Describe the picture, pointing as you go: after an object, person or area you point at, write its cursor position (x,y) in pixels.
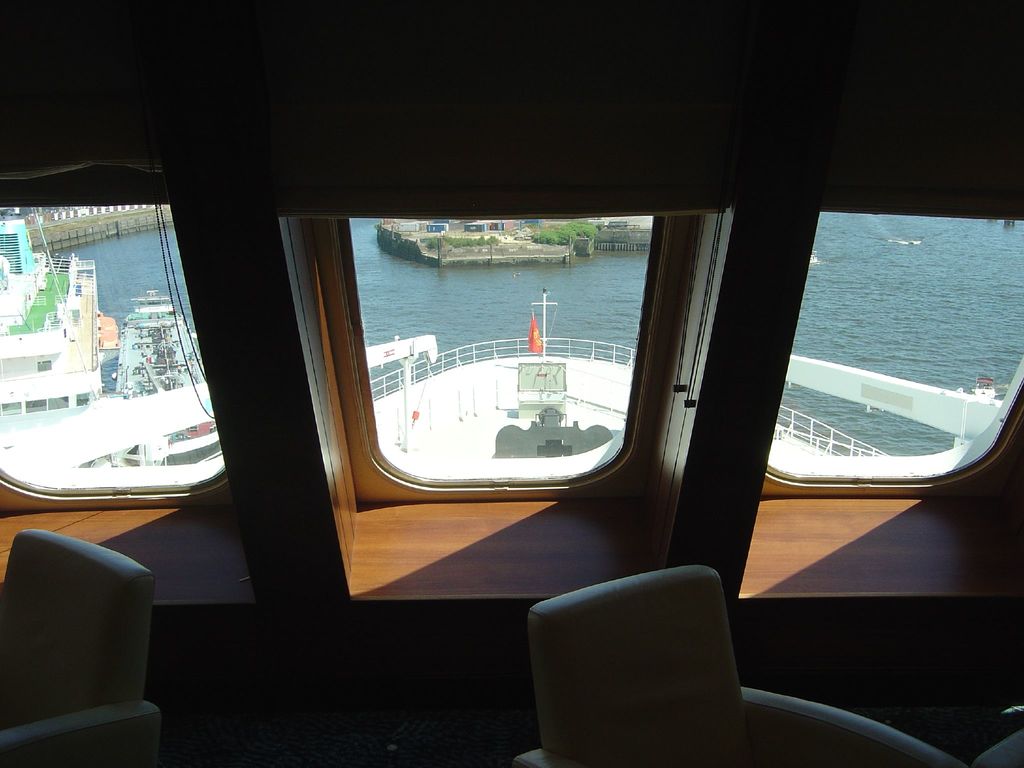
This picture is an inside view of a boat (475,532). At the bottom of the image (79,536) we can see chairs (564,716). In the background of the image (56,477) we can see windows (554,336), through windows (542,329) we can see boats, water (526,283), grass (543,242), wall (620,230).
